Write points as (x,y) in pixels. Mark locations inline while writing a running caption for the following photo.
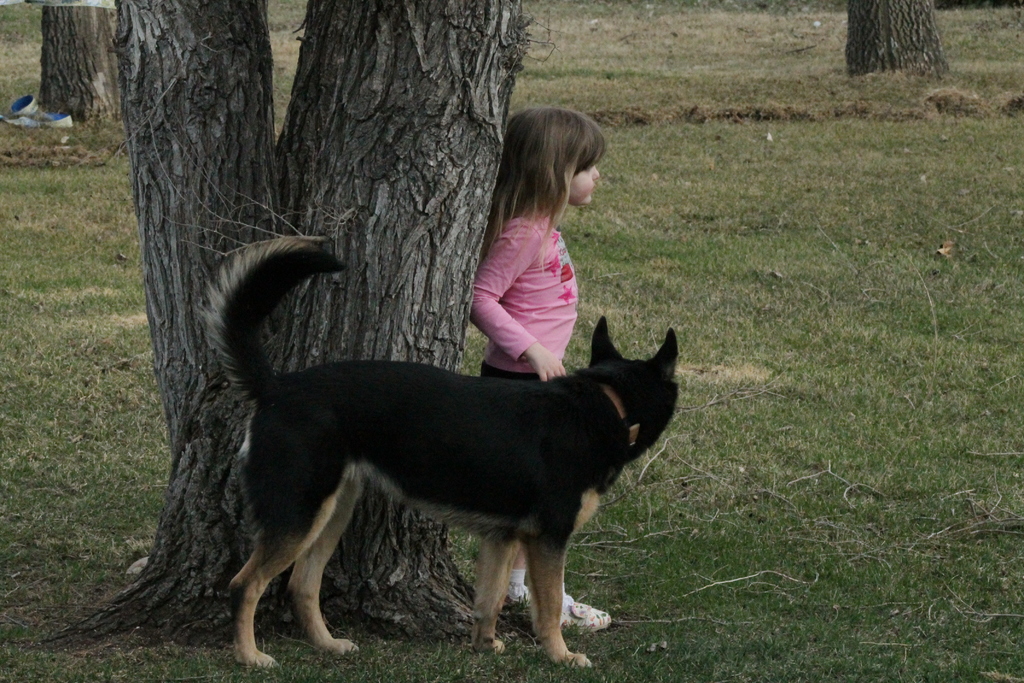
This girl (489,296) is standing beside this tree (411,259) with a dog (522,424). Grass (742,332) is in green color.
